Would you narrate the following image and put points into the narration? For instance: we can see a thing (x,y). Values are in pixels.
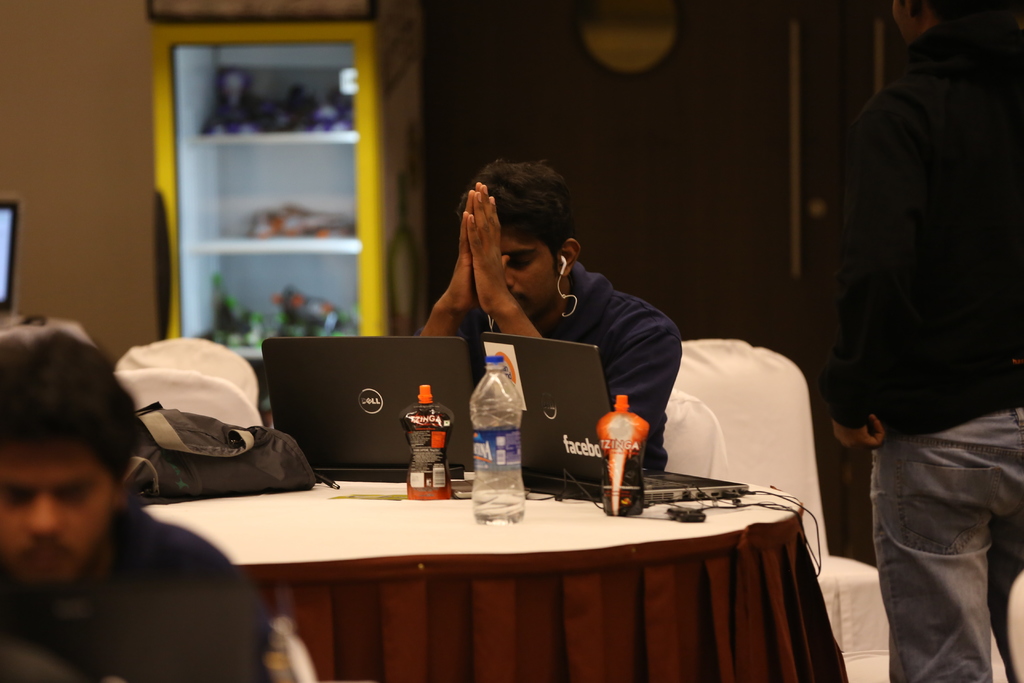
In this picture a guy (539,244) is sitting on a table (637,527) with laptops (572,473) in front of him. He is wearing a headphone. In the background (350,107) there is a refrigerator (244,176) filled with bottles (287,234).
